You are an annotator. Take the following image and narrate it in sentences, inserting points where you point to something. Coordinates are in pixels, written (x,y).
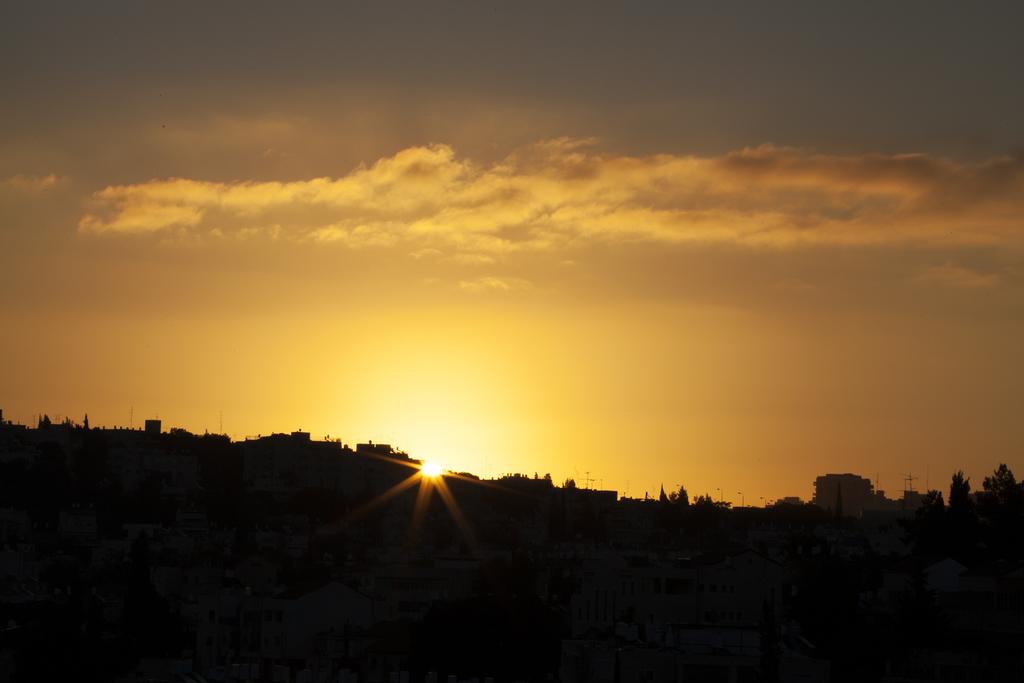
In the picture we can see many houses (270,525), buildings (138,433), trees (85,421) and in the dark and behind it, we can see the sunset (678,266) in the sky (591,196) with clouds (507,227).
